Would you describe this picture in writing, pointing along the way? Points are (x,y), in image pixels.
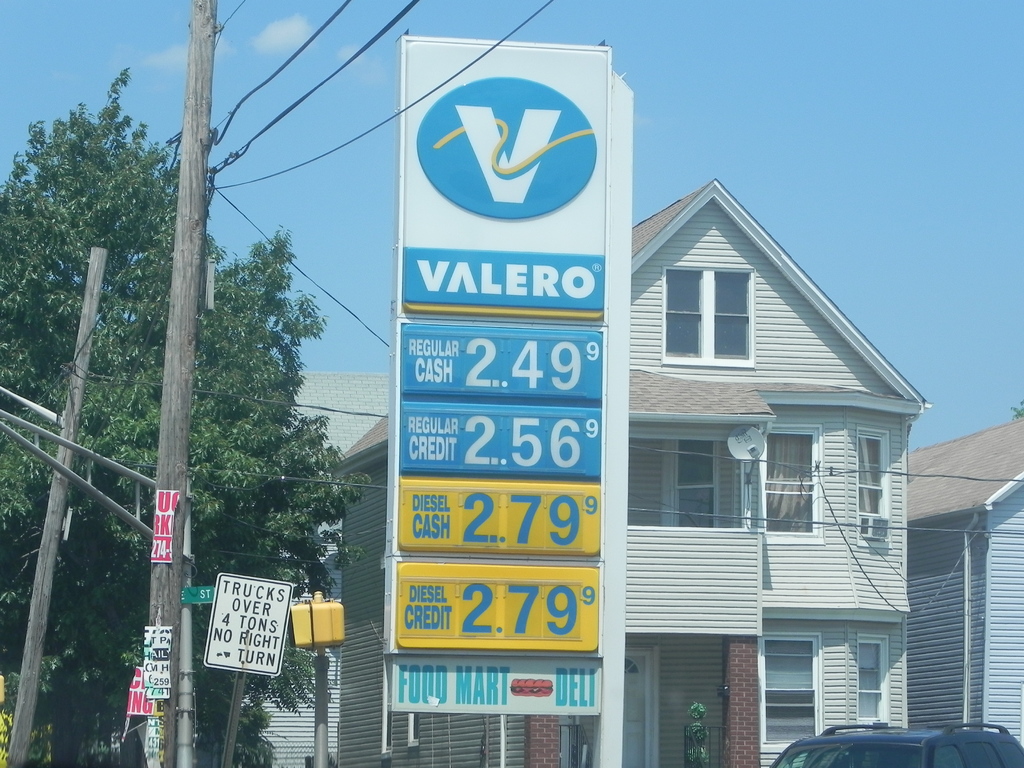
In this picture we can see buildings (959,635) in the background (818,598), there are some boards (517,586) in the front (248,650), we can see poles (64,487) on the left side (50,501), at the right bottom (909,747) there is a car (904,747), we can see tree (128,399), there is the sky (791,93) at the top of the picture (806,81).
